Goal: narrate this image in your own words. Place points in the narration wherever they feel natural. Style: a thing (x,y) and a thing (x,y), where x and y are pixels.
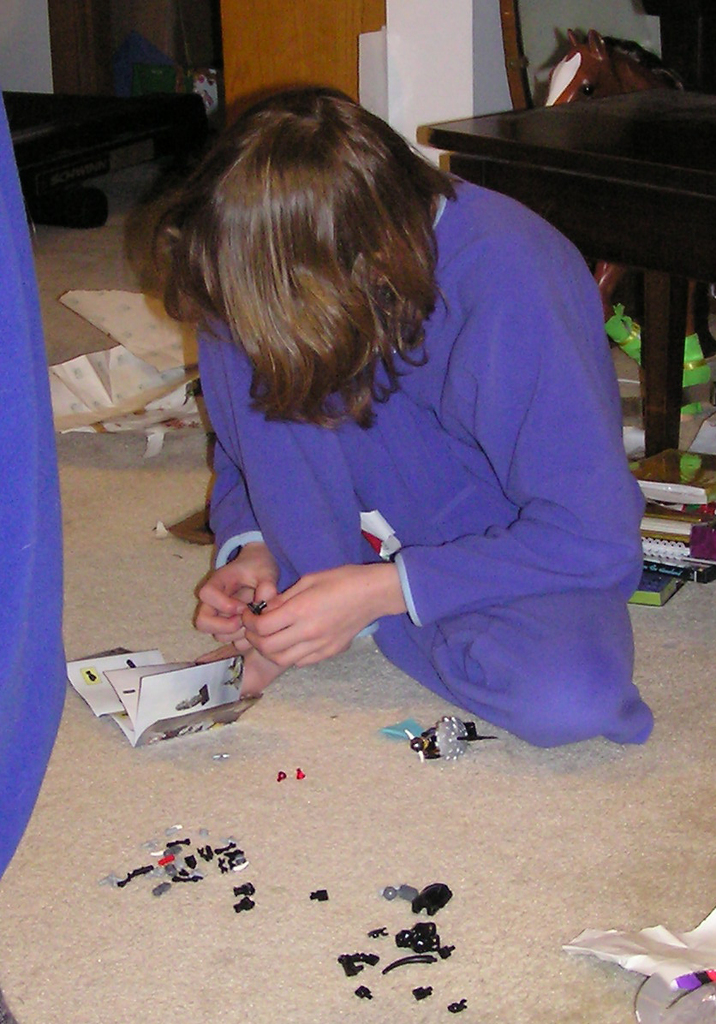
In this image I can see a person (465,494) wearing blue colored dress (472,452) is sitting on the floor (358,902) and holding a black colored object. I can see few black colored objects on the floor (347,912), few papers (685,972) and few other objects (681,576). I can see a horse toy (626,65) which is brown and white in color, a black colored chair (639,111), the wall (501,66) and few other objects (357,91) in the background (260,81).
